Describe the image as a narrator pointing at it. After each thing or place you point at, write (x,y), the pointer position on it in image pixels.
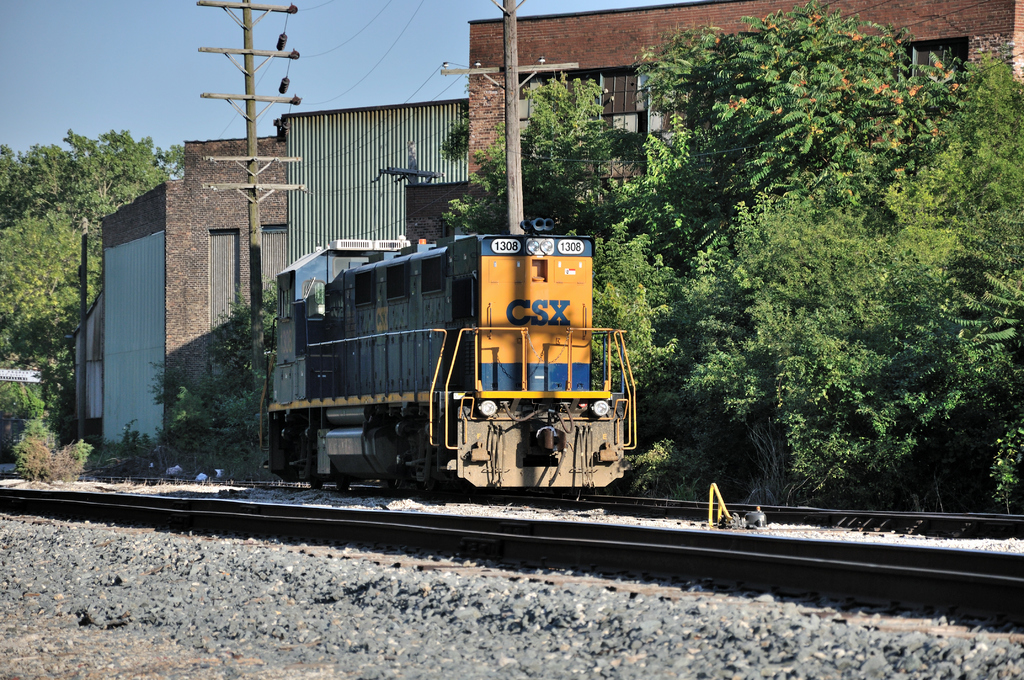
In this image there is a train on the railway track (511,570). At the bottom of the image (365,647) there are stones (624,642). In the background of the image (70,447) there are trees (231,375), buildings (109,348), electrical poles (83,284) with cables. At the top of the image (206,44) there is sky (152,25).
